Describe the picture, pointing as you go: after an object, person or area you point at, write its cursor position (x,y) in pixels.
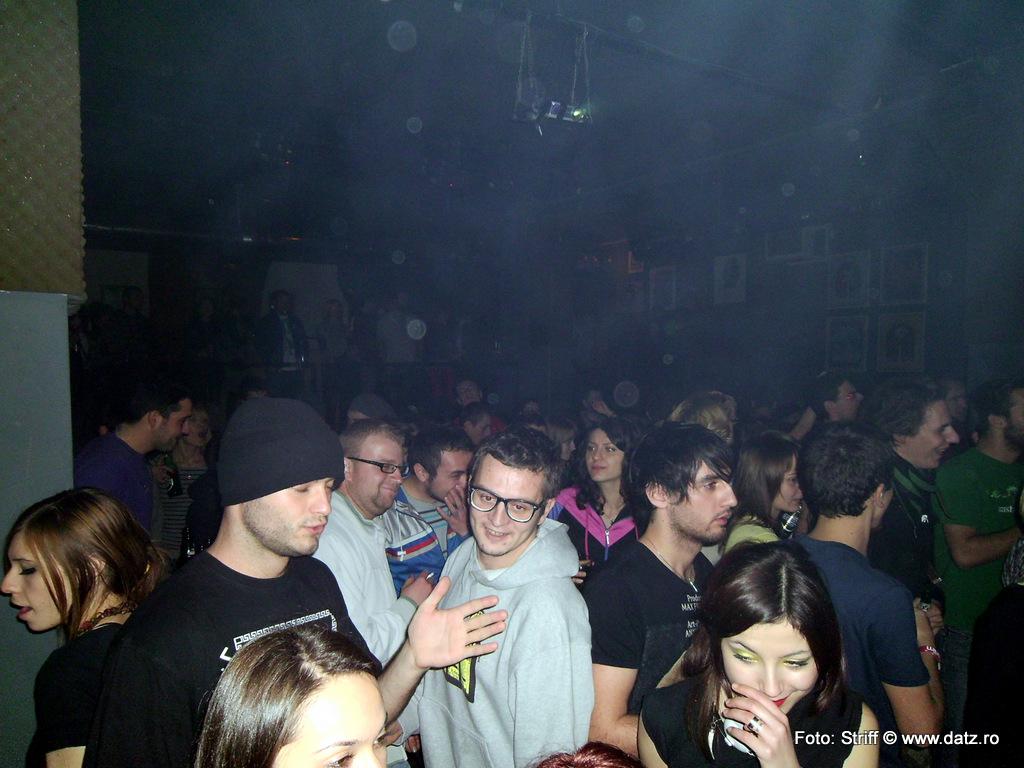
In this image we can see a group of people (134,713). Here we can see a few persons (920,417) smiling. Here we can see the photo frames (856,258) on the wall (873,359) and they are on the right side (734,246).
